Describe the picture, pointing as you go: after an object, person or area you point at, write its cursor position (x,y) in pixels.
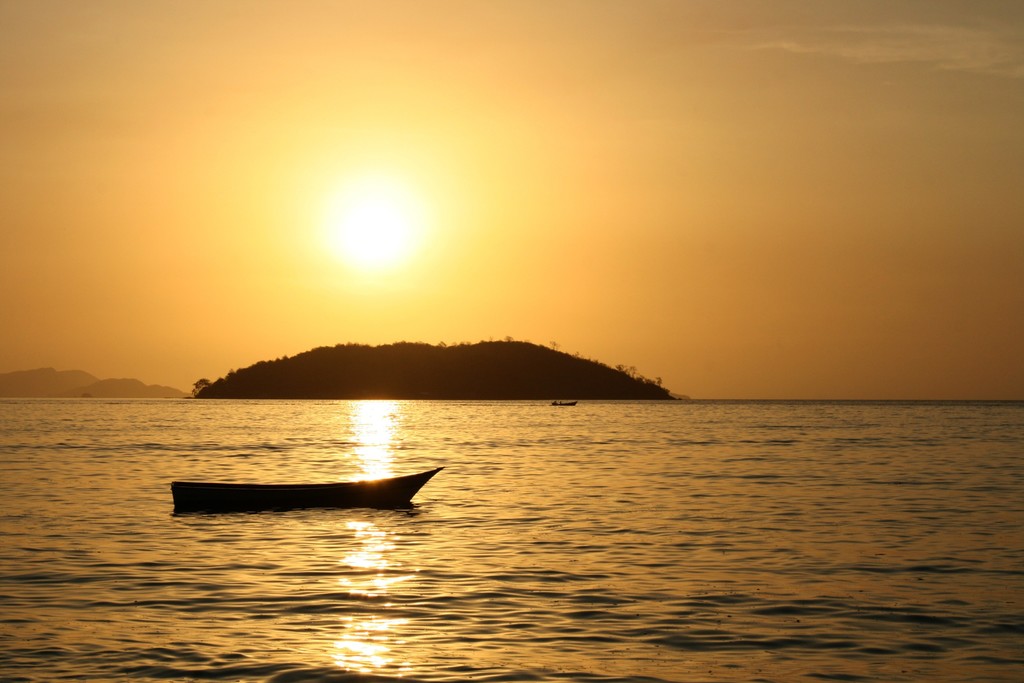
In the foreground of this image (298,472), there is boat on the water (386,453). In the background (426,383), there is a cliff (400,381), mountains (35,377) and the dawn (436,210).
